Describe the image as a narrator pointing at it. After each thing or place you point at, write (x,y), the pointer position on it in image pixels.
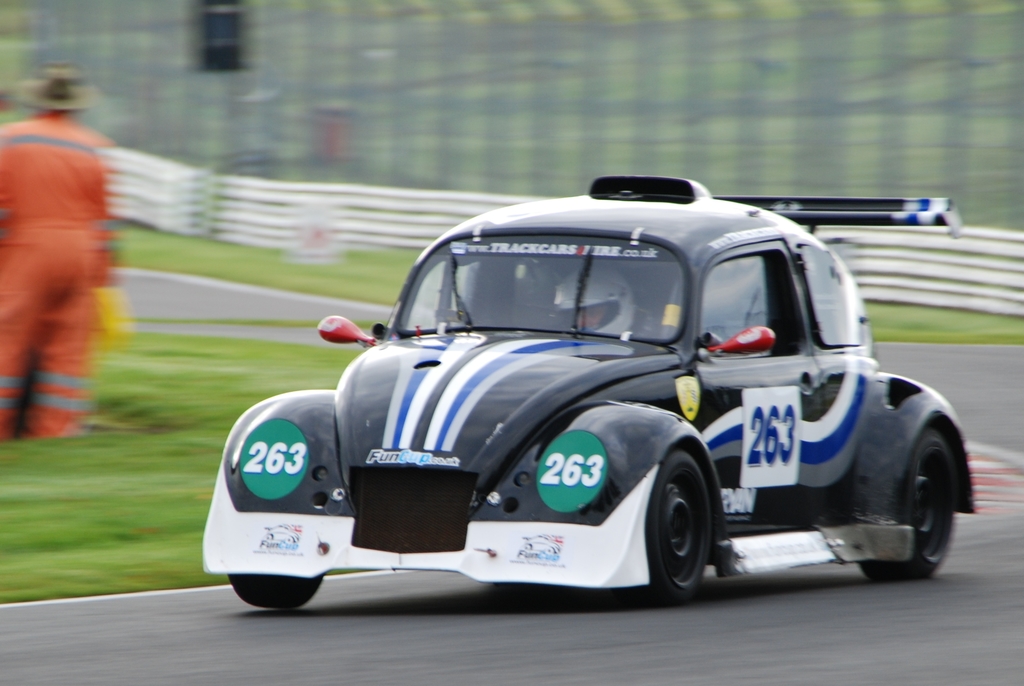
This car (411,407) is travelling on road (377,598). Far this person (58,309) is standing. Inside this car (639,362) a person (622,308) is sitting and wore helmet (621,321).
